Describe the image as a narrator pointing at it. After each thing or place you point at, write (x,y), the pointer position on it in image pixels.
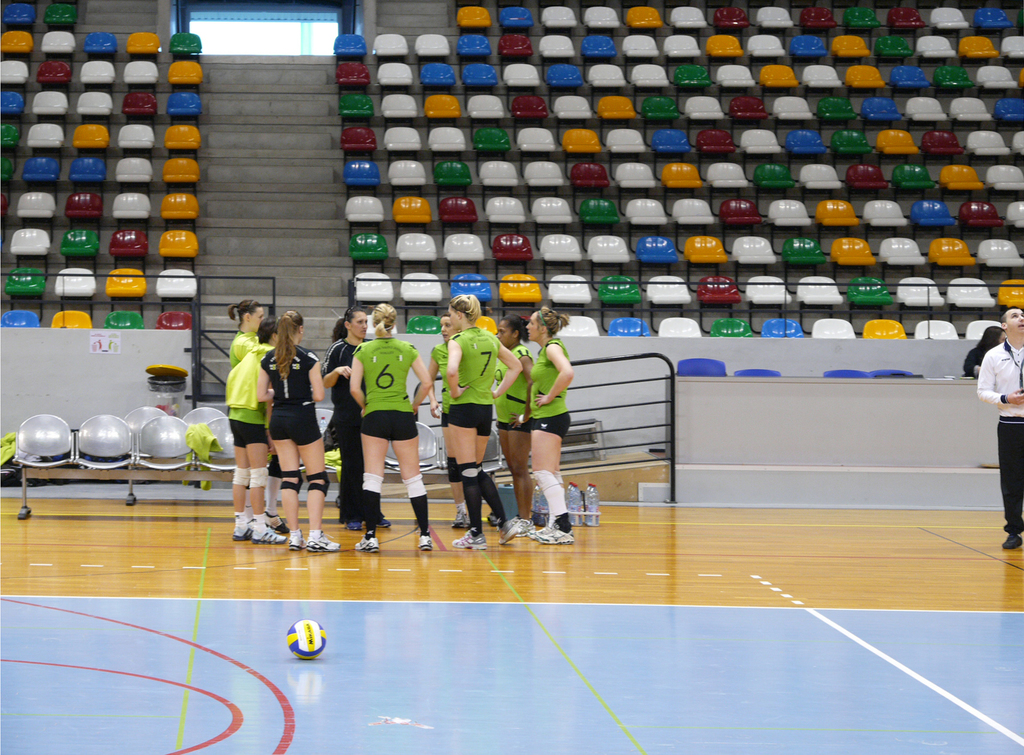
In the image we can see these are players (444,421), they are wearing clothes (394,408), socks (471,516), shoes (463,538) and knee pad (327,485). This is a volleyball (315,650), court (330,666), chairs (118,443), water bottle (588,499) and a wooden surface (670,515). These are the stairs (272,231).
